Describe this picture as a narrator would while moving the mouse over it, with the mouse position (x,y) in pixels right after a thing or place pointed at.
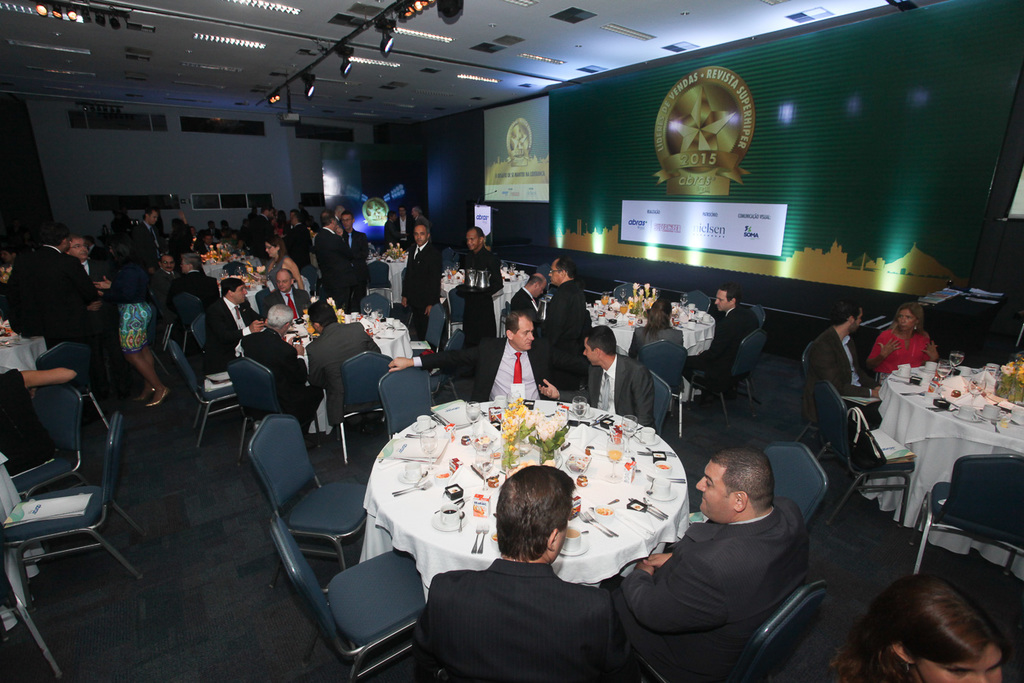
In this image there are group of people (781,595) sitting on the chair (807,588) in black suit (480,623) at dining table (451,565) on which flower vase (534,440), bottles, tea cups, and so on kept. A roof top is white in color on which lights (256,47) are mounted. In the middle (621,246) right a screen (883,125) is visible. The walls (194,176) are white in color. This image is taken inside a hall (360,100).
